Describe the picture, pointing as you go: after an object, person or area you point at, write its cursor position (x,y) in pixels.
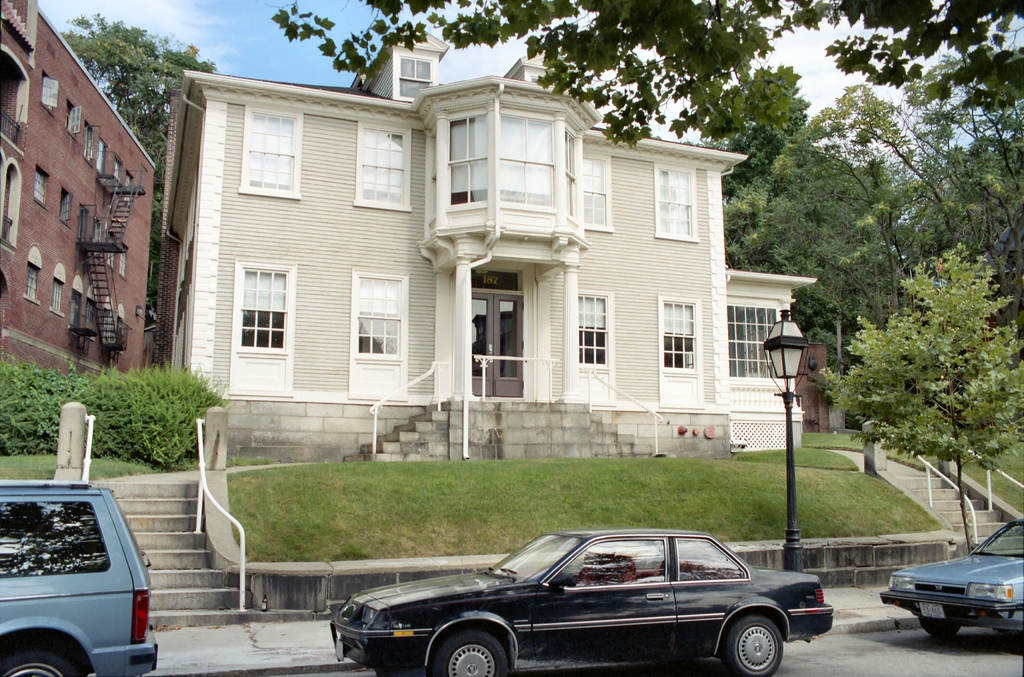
In this picture we can see cars (146,595) in the front (19,608), there are stairs (180,525), grass (505,503), a pole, a light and plants (170,443) in the middle (430,421), in the background (328,239) there are buildings (582,287) and trees (1017,211), there is the sky (277,70) at the top of the picture (291,71).
